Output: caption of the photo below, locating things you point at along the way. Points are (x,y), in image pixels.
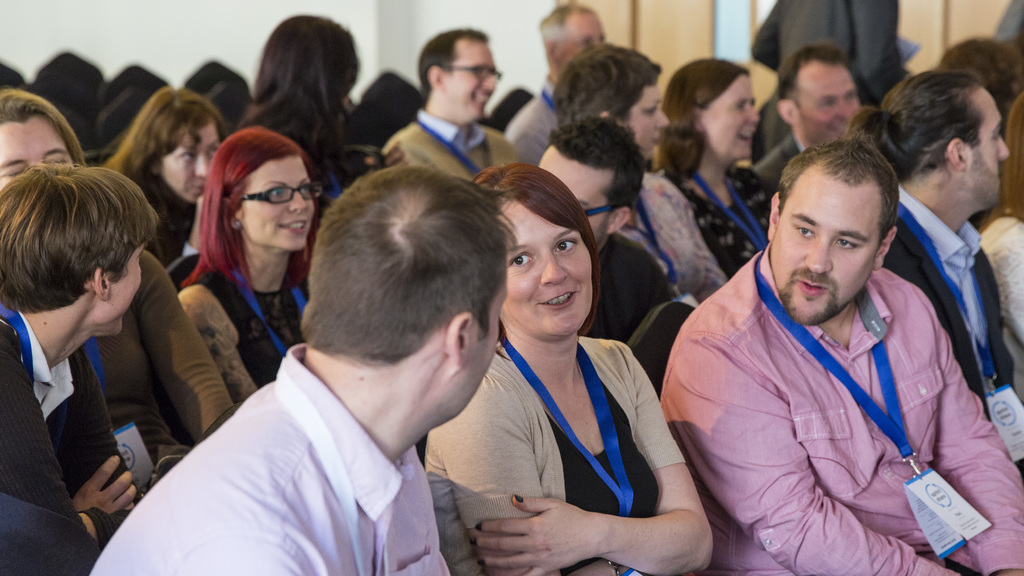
In this image there are people (787,195) sitting on chairs (225,101), in the background (230,30) it is blurred.
